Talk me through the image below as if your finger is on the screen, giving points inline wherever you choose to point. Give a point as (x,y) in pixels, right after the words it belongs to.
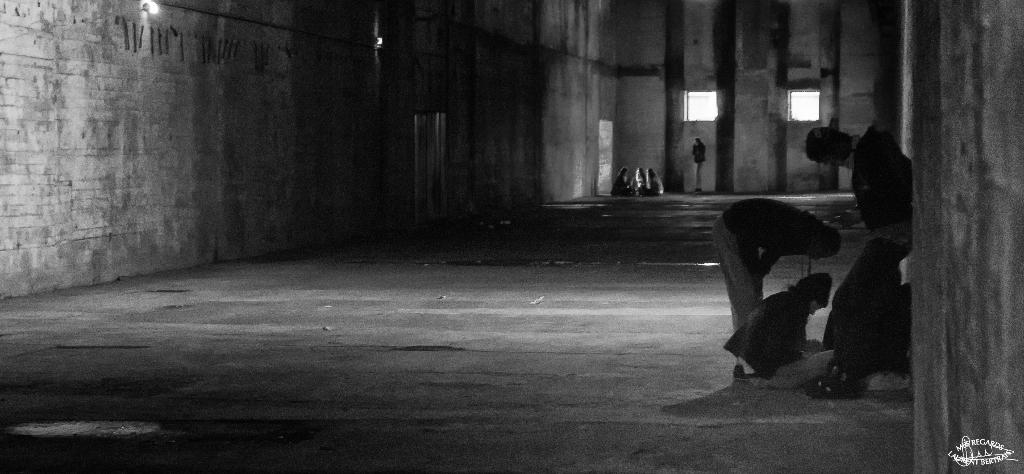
This image is taken from inside. In this image there are a few people (740,277) sitting and standing. On the left (328,194) and right side of the image (955,234) there is a wall (955,234). In the background (685,140) there is another wall (712,140) with two ventilations (708,96).
